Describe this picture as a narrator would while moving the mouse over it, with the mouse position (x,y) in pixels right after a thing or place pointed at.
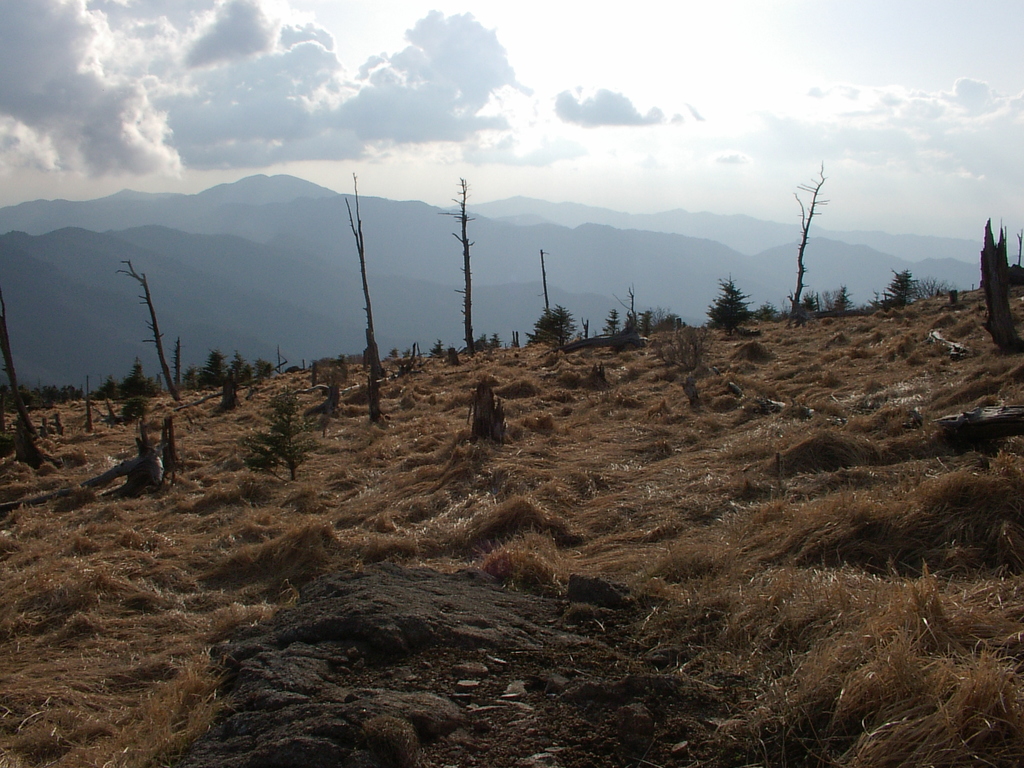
In this picture I can see trees (838,295), hills (308,248), and in the background (436,120) there is sky (530,83).
